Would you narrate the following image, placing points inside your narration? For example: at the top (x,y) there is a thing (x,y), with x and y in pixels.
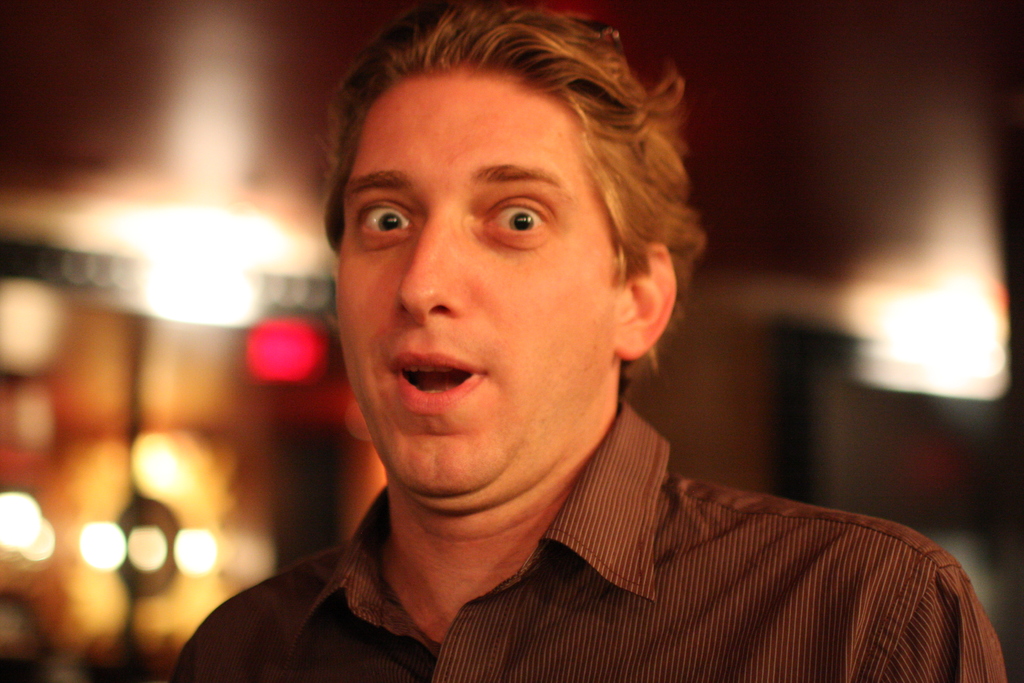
In the middle of the image (539,357) a man (351,638) is standing and looking surprised. Background of the image (991,564) is blur.
